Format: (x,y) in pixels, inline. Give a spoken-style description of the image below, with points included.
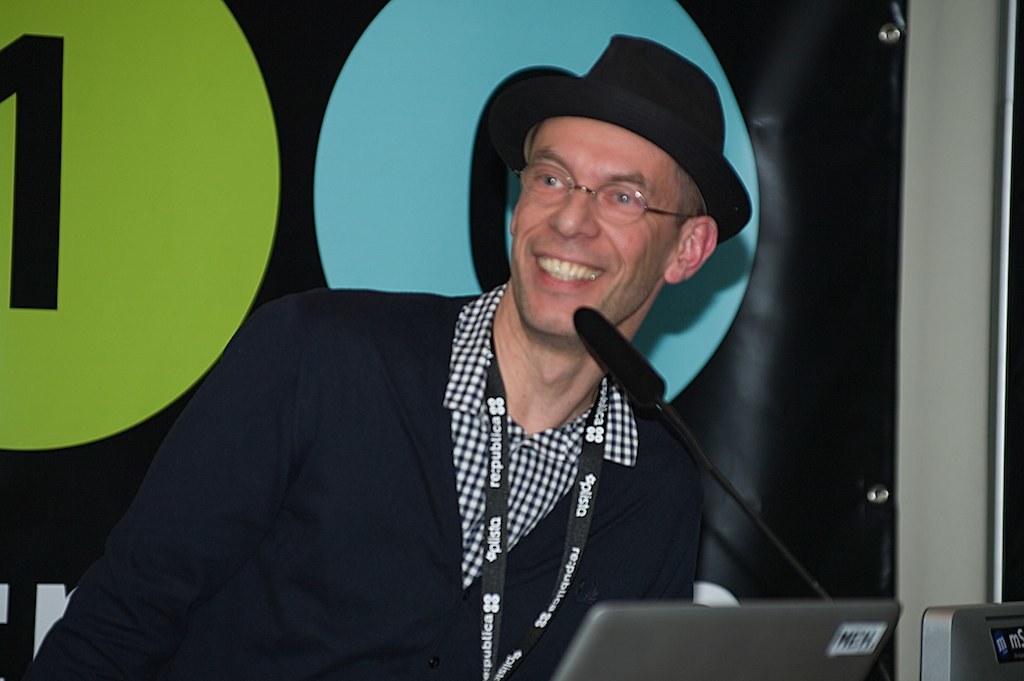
At the bottom of the image (840,637) there are laptops (791,618) and also there is a mic (615,371). Behind them there is a man (469,332) with a hat (511,161) on his head (606,198) and he kept spectacles (561,187). And he is smiling. Behind him there is a banner (243,294).
